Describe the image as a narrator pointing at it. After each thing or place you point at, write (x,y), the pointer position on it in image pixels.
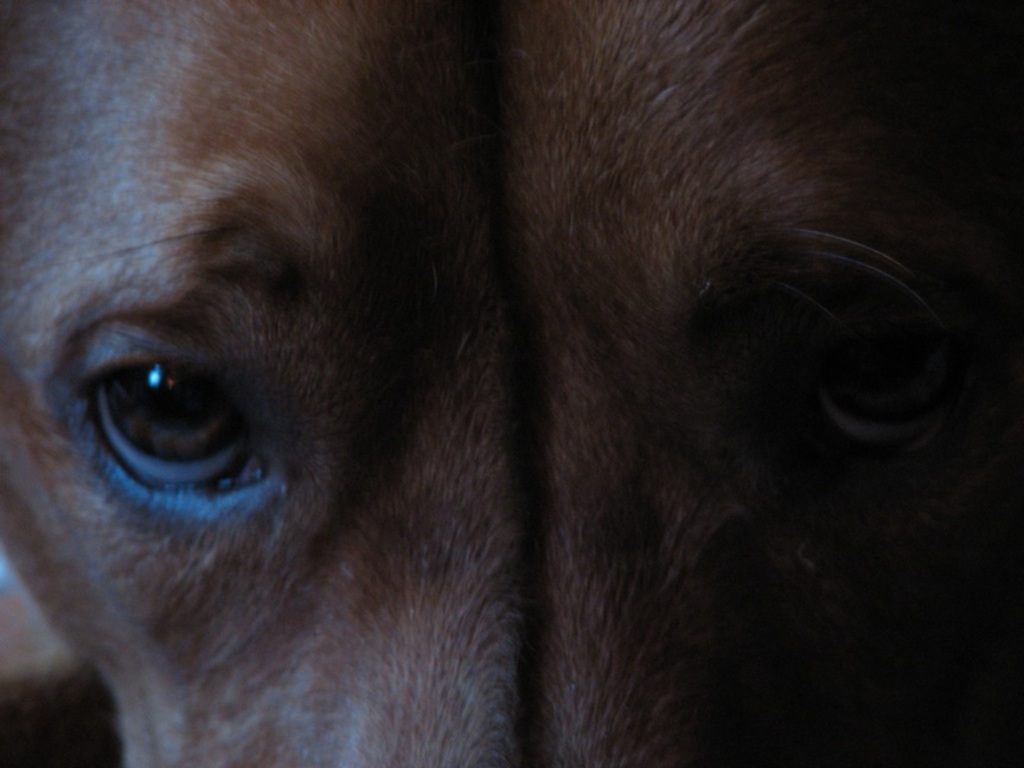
In this image, we can see there is a brown color animal (401,553) having two eyes (165,375). And the background (86,733) is dark in color.
